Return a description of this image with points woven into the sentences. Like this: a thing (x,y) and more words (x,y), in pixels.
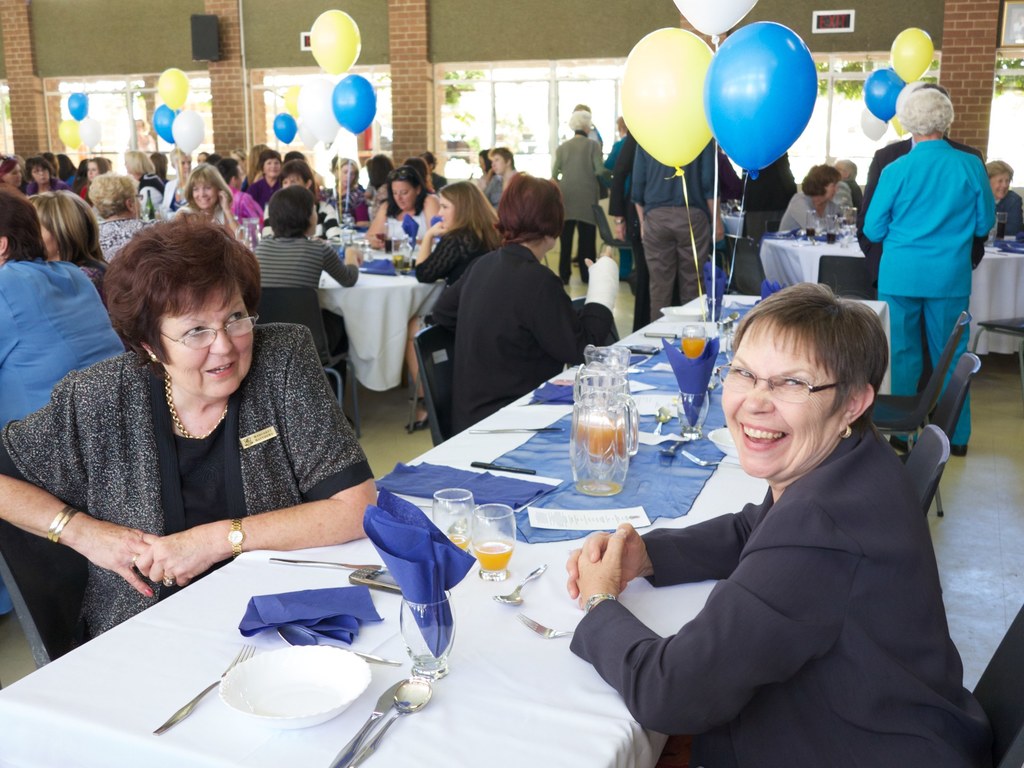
In this image i can see number of persons (212,396) sitting on chairs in front of the table (540,619), On the table (176,667) i can see few plates (267,670), few spoons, few forks (194,701) and few knives (376,720), I can see few clothes (359,620), few glasses (419,630), a mobile (372,575), a pen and few balloons (661,101). In the background (165,52) i can see the wall (109,35), a speaker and few people (892,190) standing.
